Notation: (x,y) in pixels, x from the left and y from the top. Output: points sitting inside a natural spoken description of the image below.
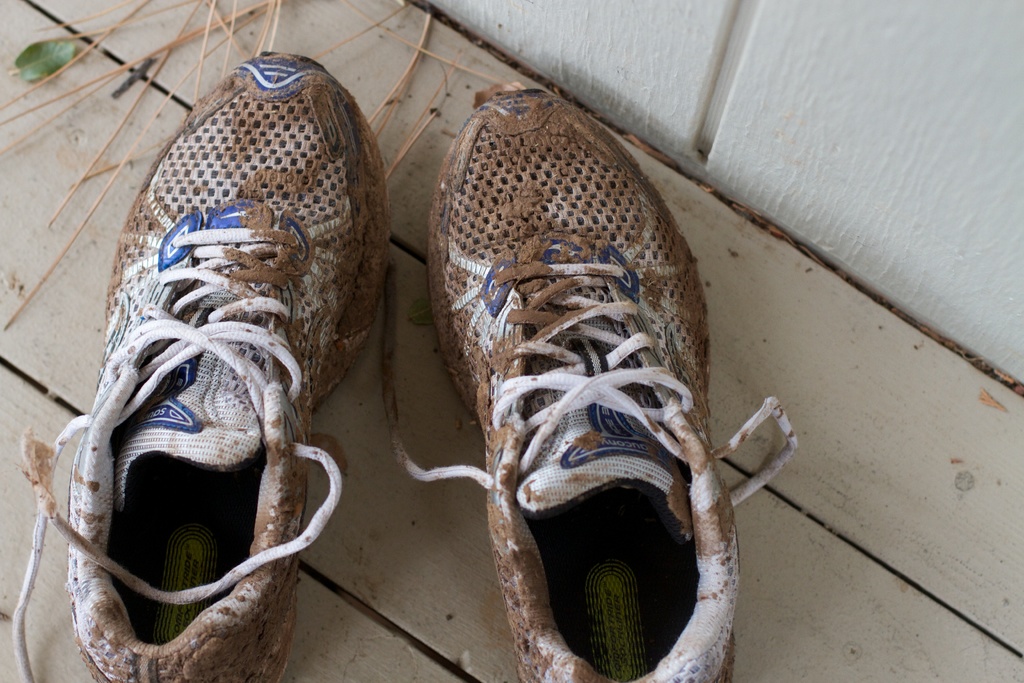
In the foreground of this image (460,299), there are muddy shoes (647,567) on the wooden surface (873,499). In the background (869,139), there is a white wall (780,83) and we can also see few sticks (226,29) on the top (177,47).
